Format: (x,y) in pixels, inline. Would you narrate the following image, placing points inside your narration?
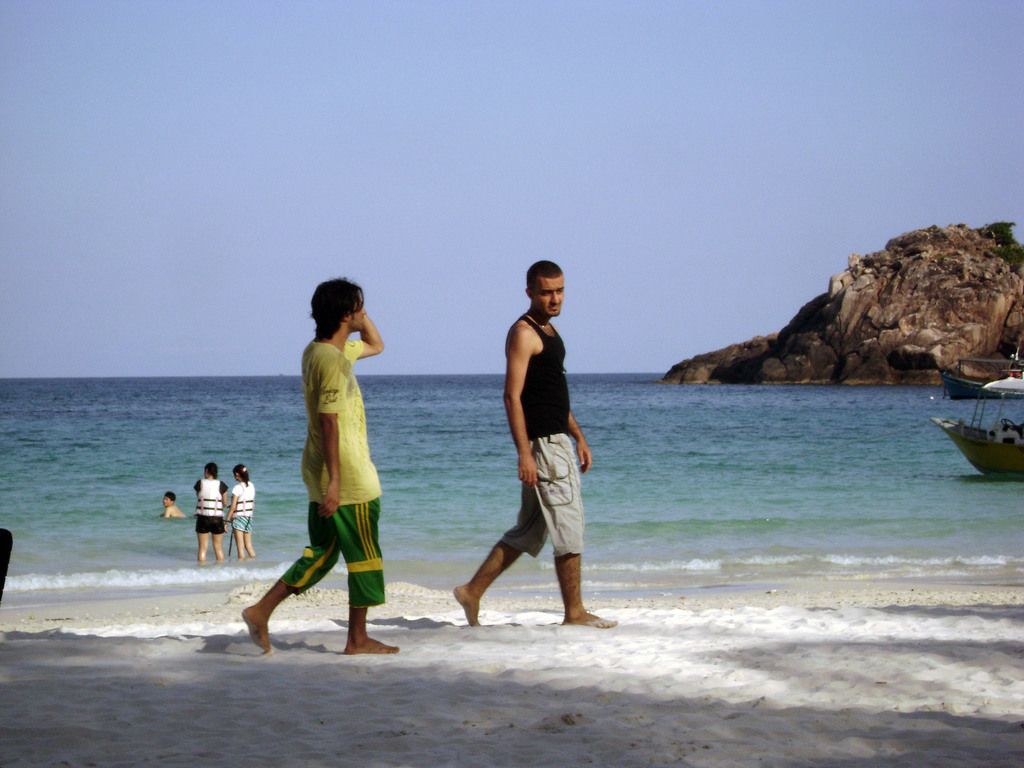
In this picture there are two people (305,566) walking on the sand (814,624) and we can see boats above the water (731,460) and people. Far we can see rock (878,375). In the background of the image (512,201) we can see sky (503,227).
